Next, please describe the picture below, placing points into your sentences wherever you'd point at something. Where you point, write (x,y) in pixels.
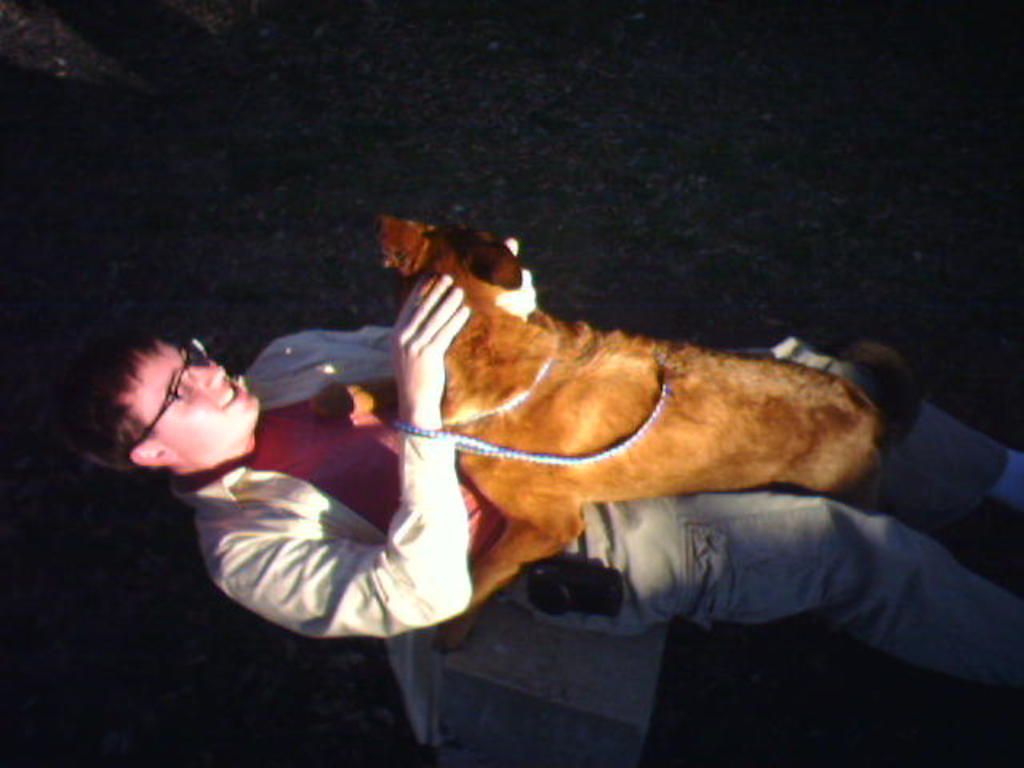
In the foreground of the picture (495,485) there is a man (277,363) lying on a concrete block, on him there is a dog (561,371). It is dark.
